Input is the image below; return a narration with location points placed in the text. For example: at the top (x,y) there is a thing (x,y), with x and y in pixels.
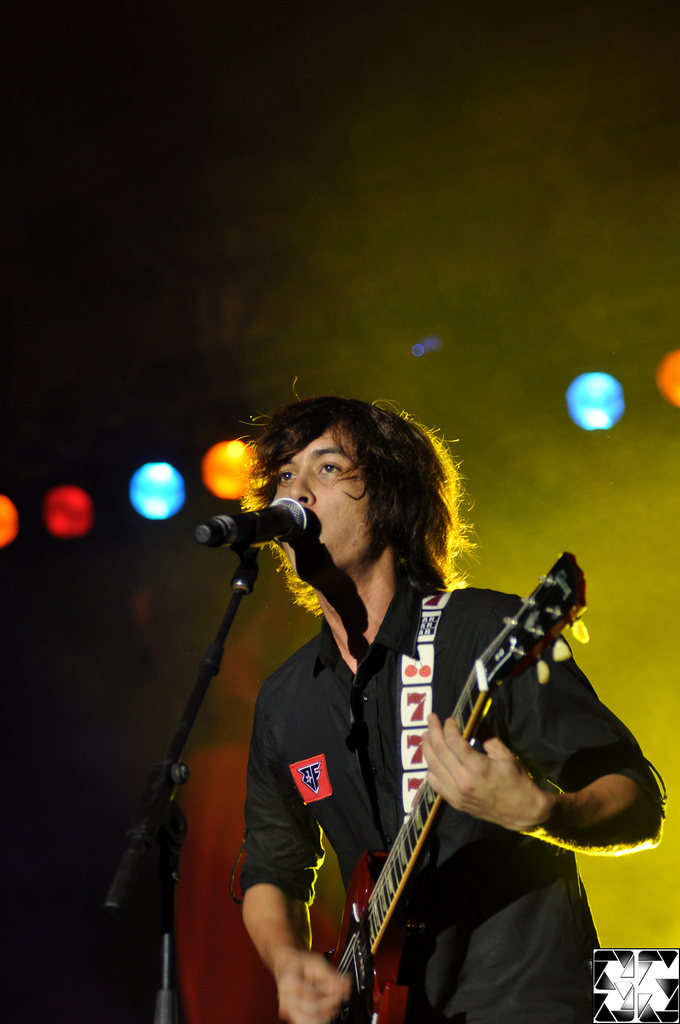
This image consists of a man (589,923) standing and playing a guitar (360,933) and back ground there are focus lights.
